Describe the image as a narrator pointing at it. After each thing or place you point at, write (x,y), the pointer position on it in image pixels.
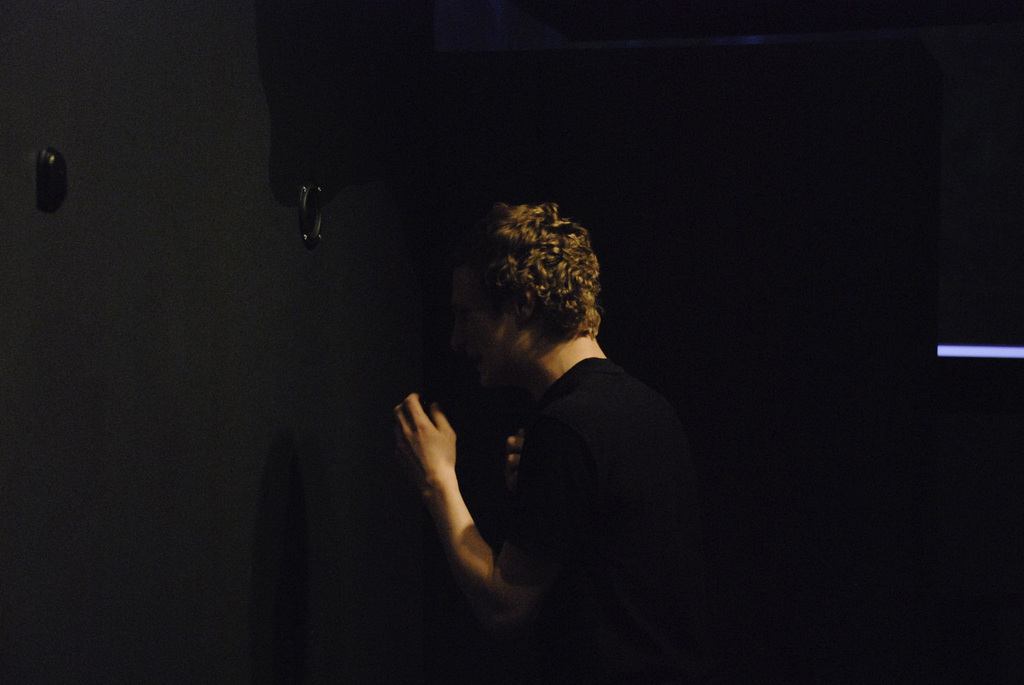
This picture is taken in the dark, where we can see a person (577,550) wearing black dress (569,581).
